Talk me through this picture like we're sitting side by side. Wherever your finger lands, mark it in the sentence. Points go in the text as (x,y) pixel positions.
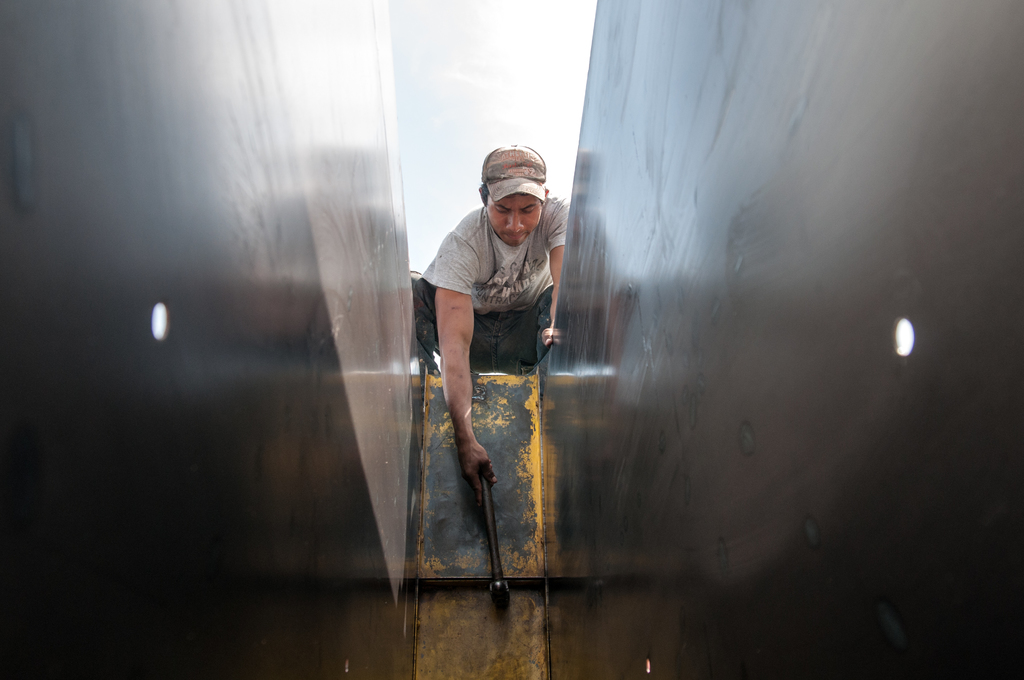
In this image I can see a man (517,298) is hitting with a hammer (493,532), he wore t-shirt (512,301), trouser (545,298) and a cap (512,167).
